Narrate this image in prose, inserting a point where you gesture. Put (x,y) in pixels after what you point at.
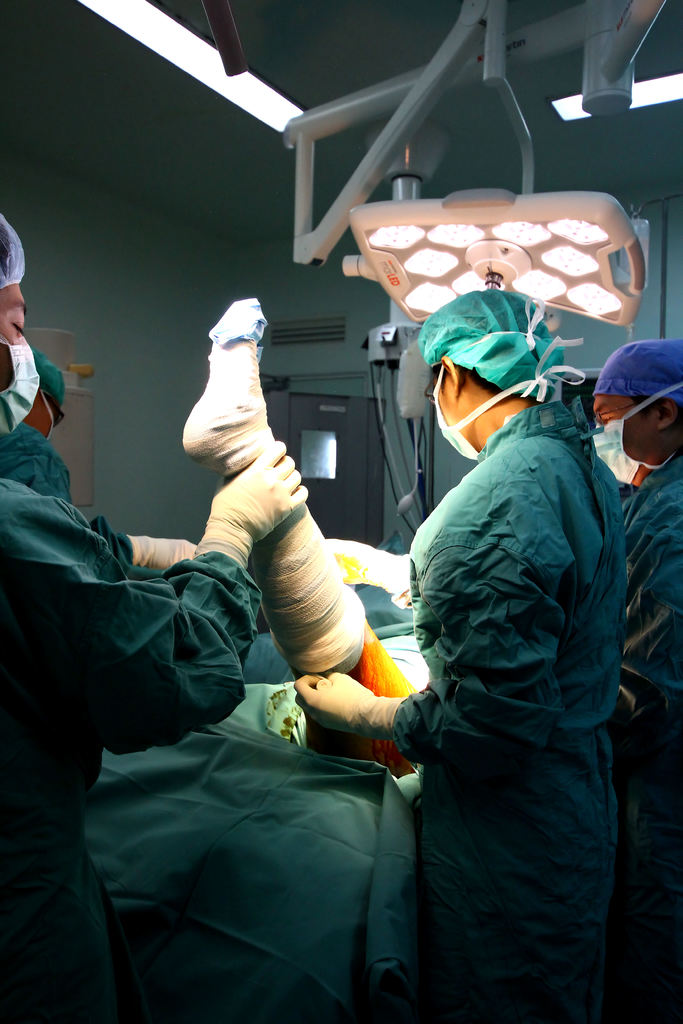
In this image there are four persons (427,604) standing, there is a person (304,601) on the bed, and there are lights (624,220), door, wall (186,456).
